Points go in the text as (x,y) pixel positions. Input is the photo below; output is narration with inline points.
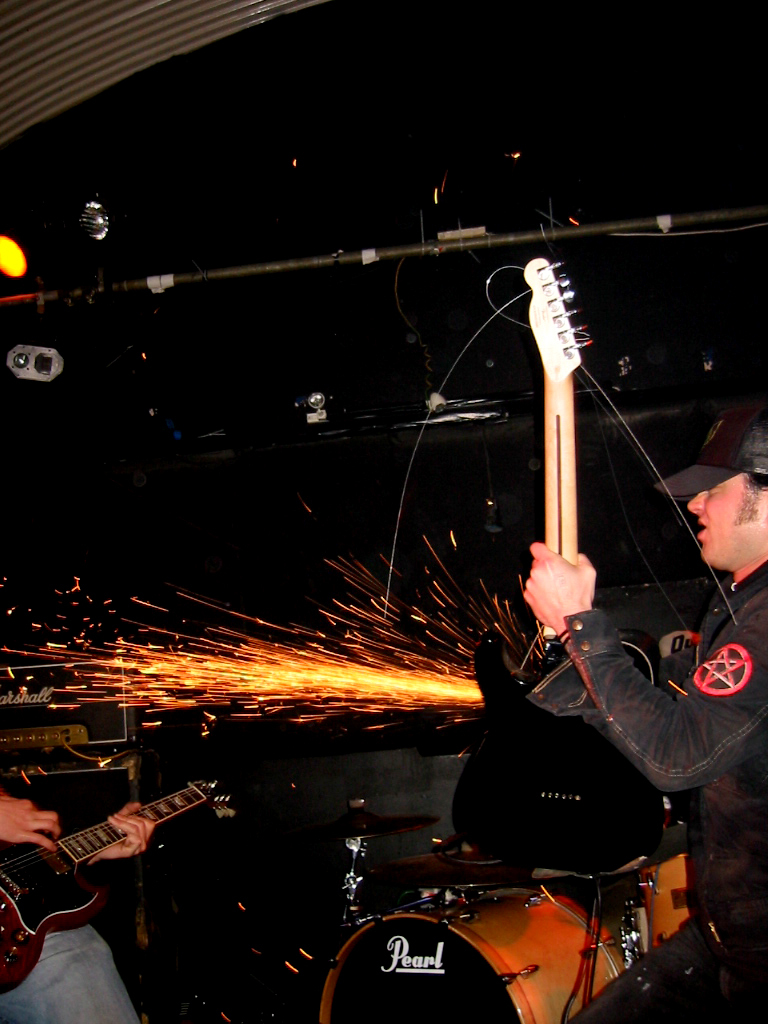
Here we can see persons (679,737) holding guitars (565,445) in their hands (561,568) and playing. These are drums (518,892) and we can see a fire (244,655) here. Background (683,278) is very dark. These are lights (19,261).
